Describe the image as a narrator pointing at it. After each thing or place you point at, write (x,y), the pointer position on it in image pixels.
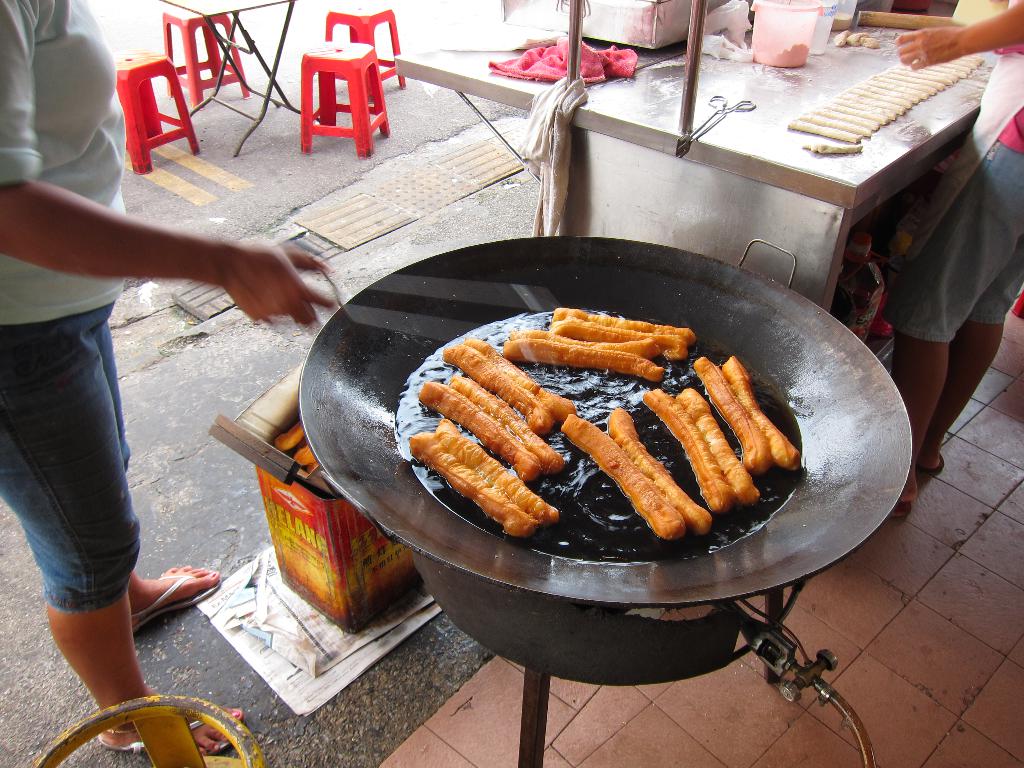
In this image, we can see food item (471,426) in the pan (363,413). Right side (938,279) and left side (79,419), a humans (275,268) are standing. Here there is a table (769,138), few items (797,121) are placed on it. And the top of the image (312,100), red stools (342,68) and table (225,49), road (226,115) we can see.
